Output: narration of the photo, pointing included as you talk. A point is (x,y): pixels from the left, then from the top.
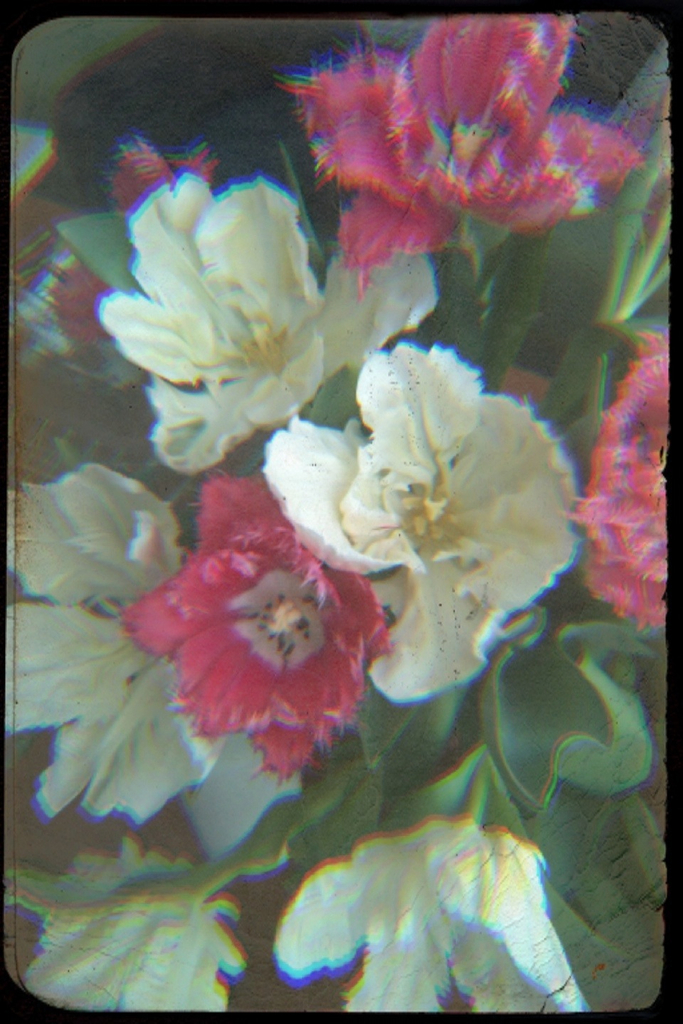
There are plants (464,236) having white and pink color flowers (379,557) and green color leaves (508,331). And the background (106,69) is blurred.
